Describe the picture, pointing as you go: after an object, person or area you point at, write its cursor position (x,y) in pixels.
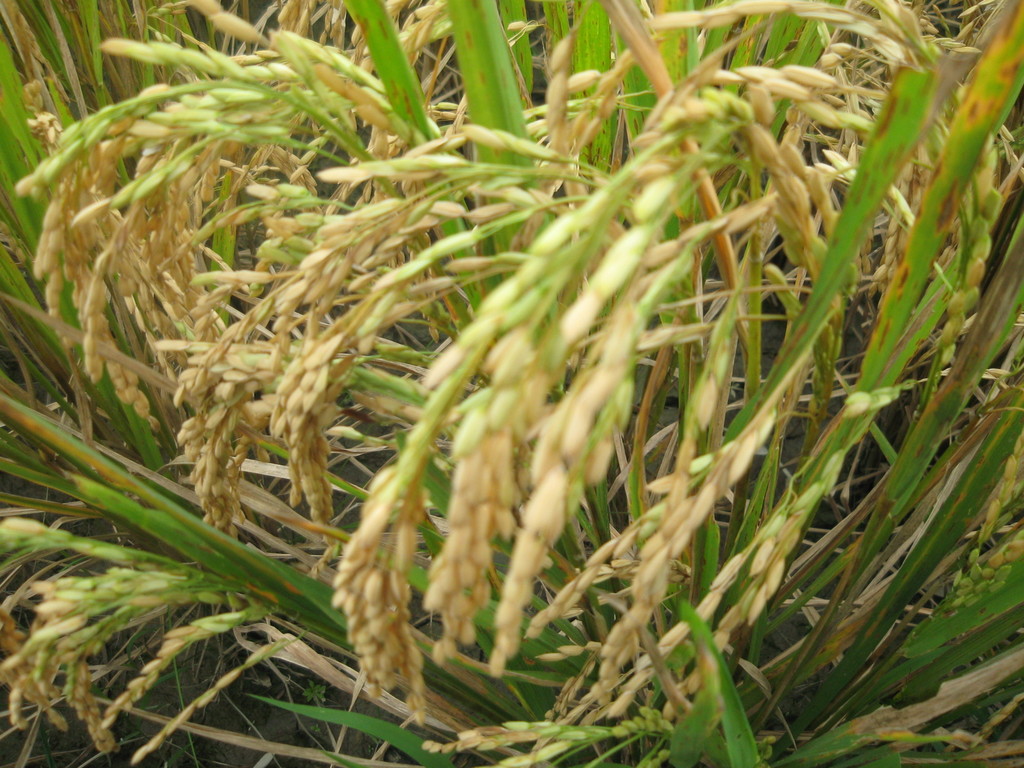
In this image we can see some paddy crops (364,387).
